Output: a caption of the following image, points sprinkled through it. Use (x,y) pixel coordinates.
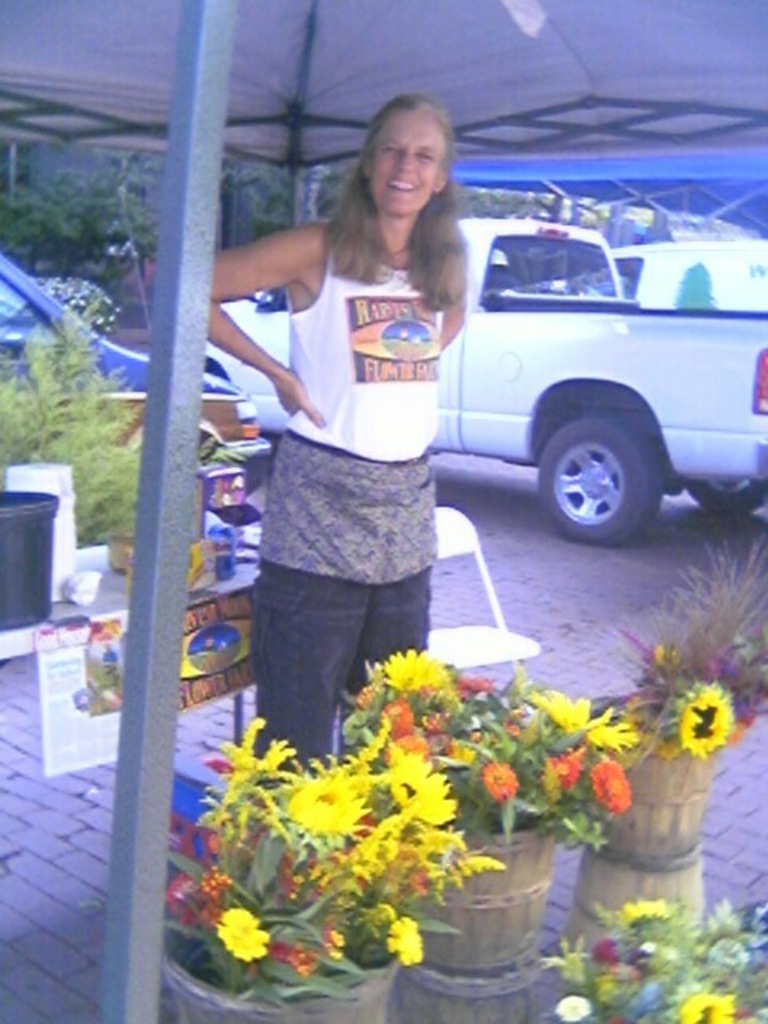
In this image we can see a lady (317,530). There are many plants (648,731) and plant pots (608,855) in the image. There are flowers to the plants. There are many objects (53,582) on the table (62,599) in the image. There is a chair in the image. There is a tent (458,83) in the image.
